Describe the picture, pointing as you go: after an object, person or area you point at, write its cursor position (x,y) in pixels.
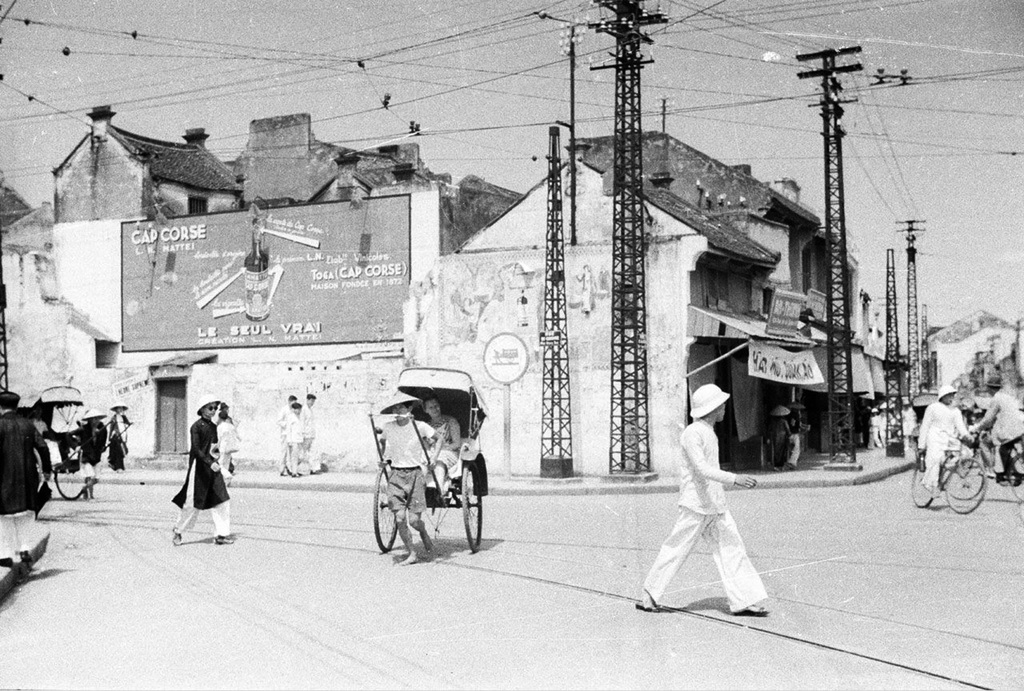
In this image there are group of persons (190,462) walking and riding bicycles (956,467). In the center (391,458) there is a person (417,478) holding a cart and running. In the background (574,267) there are poles (896,352) and buildings (144,200) and there are wires (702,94) and boards (347,339) with some text (759,370) written on it.
